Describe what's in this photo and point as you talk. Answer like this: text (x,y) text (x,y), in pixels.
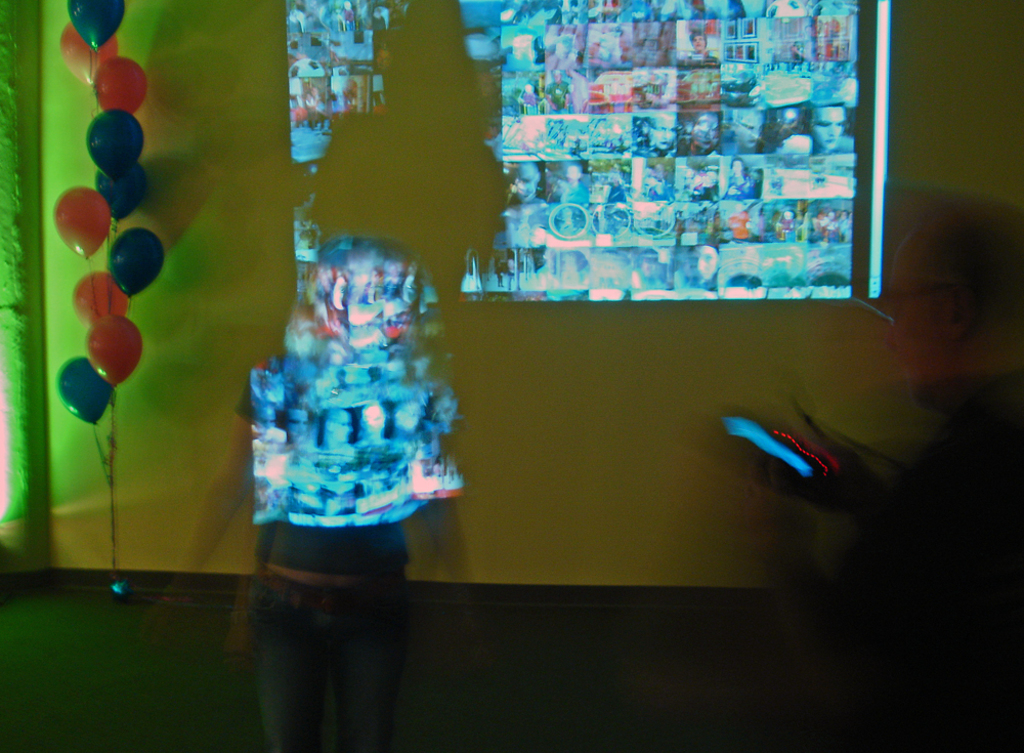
In this image I see a woman (271,408) over here and I see balloons (78,28) over here which are of orange and blue in color and I see the floor (586,712). In the background (146,49) I see the wall (136,390) and I see a person (991,243) over here who is blurred and I see few pictures (684,126) displayed on the wall (899,116).
